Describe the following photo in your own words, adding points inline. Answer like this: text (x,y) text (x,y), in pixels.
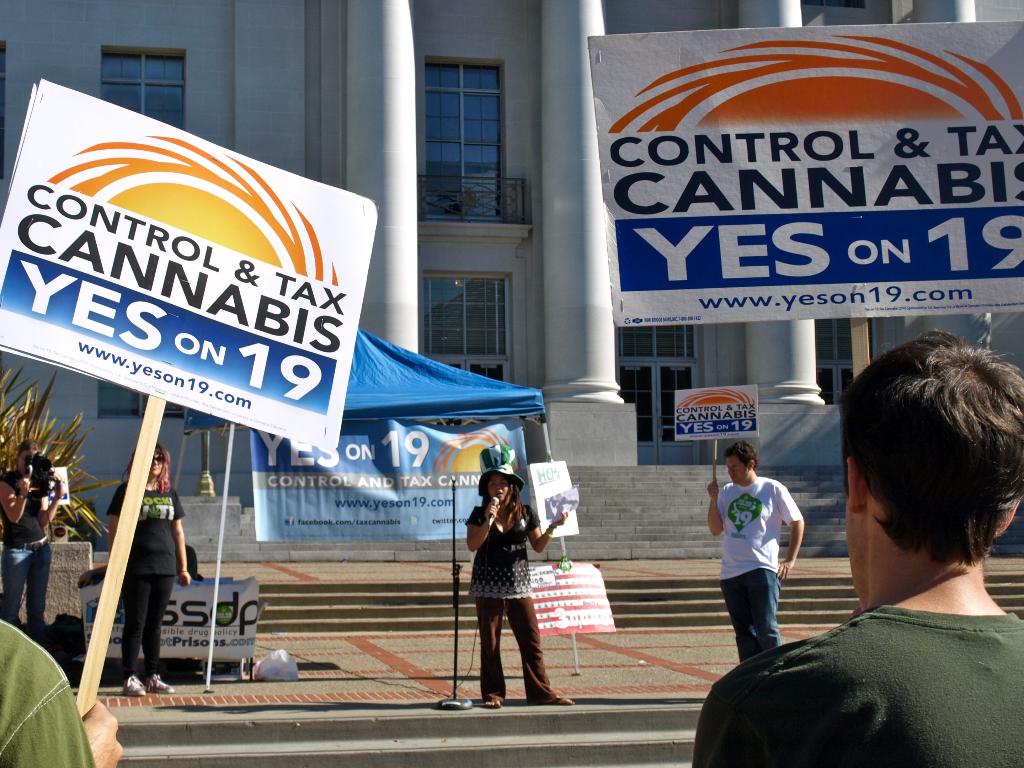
This is an outside view. At the bottom (851,691) I can see few people (804,669) are standing on the road (467,761) by holding boards (194,304) in their hands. On the boards (290,300) I can see some text (222,344) and also there is a woman (487,643) standing, holding a mike (492,521) in the hand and speaking. On the left side (40,560) there is a person (33,575) holding a camera (30,472) in the hands (23,487) and standing. At the back of this person (25,460) there is a plant (24,428). In the background (321,115) there is a building (324,90). There I can see few pillars (545,266), windows (161,70) to the wall (256,89) and stairs (632,511).
